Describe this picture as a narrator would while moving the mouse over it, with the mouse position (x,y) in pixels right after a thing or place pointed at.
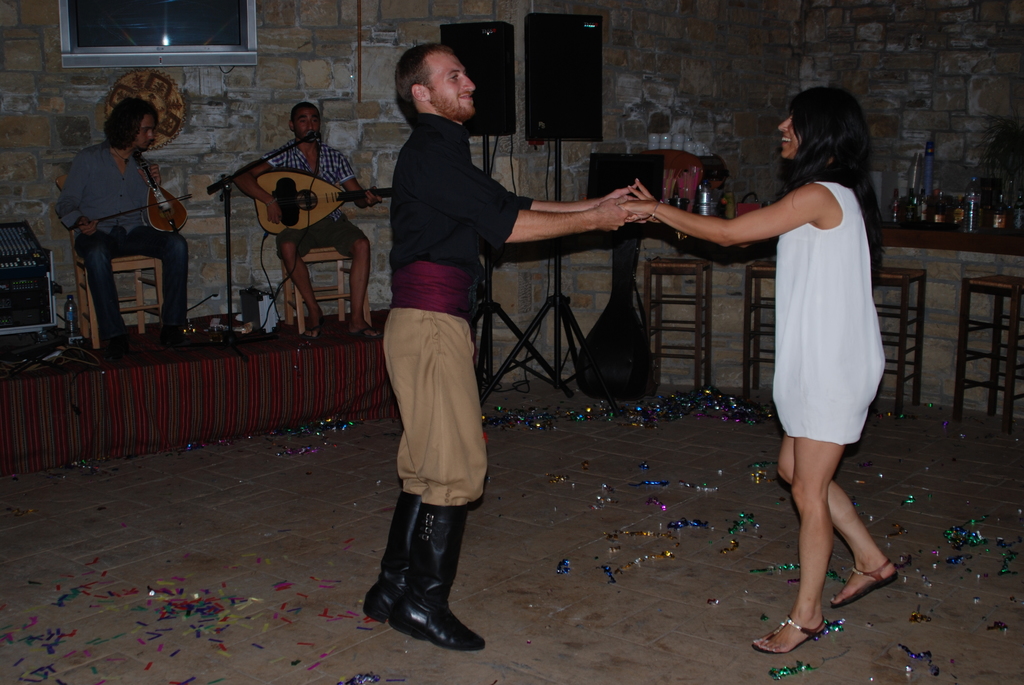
In this picture there is a man (437,544) standing in the front (485,202) and holding the girl hand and dancing. Behind we can see two men (148,241) sitting on the chair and playing instruments (159,204). Beside we can see two black speakers (547,137). In the background (368,45) we can see the wall (81,100) and a TV (117,26).
